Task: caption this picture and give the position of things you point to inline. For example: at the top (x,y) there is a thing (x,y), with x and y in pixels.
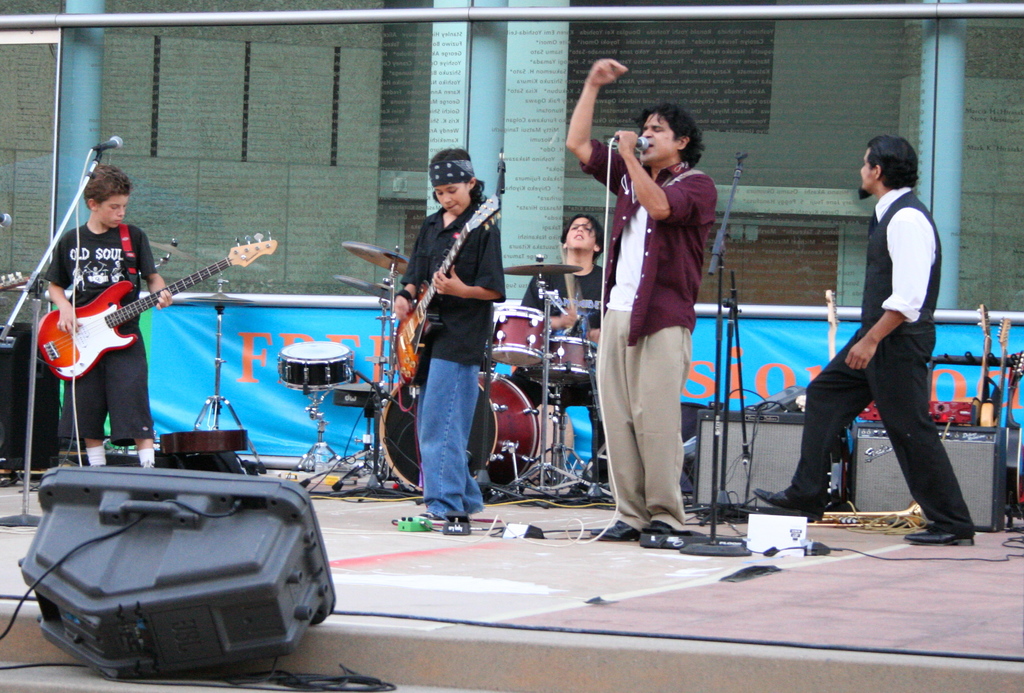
In this image I can see few people (888,141) where two of them are holding guitars (43,338) and one is holding a mic (645,142). In the background (558,276) I can see a man (527,304) is sitting next to a drum set (521,316).
